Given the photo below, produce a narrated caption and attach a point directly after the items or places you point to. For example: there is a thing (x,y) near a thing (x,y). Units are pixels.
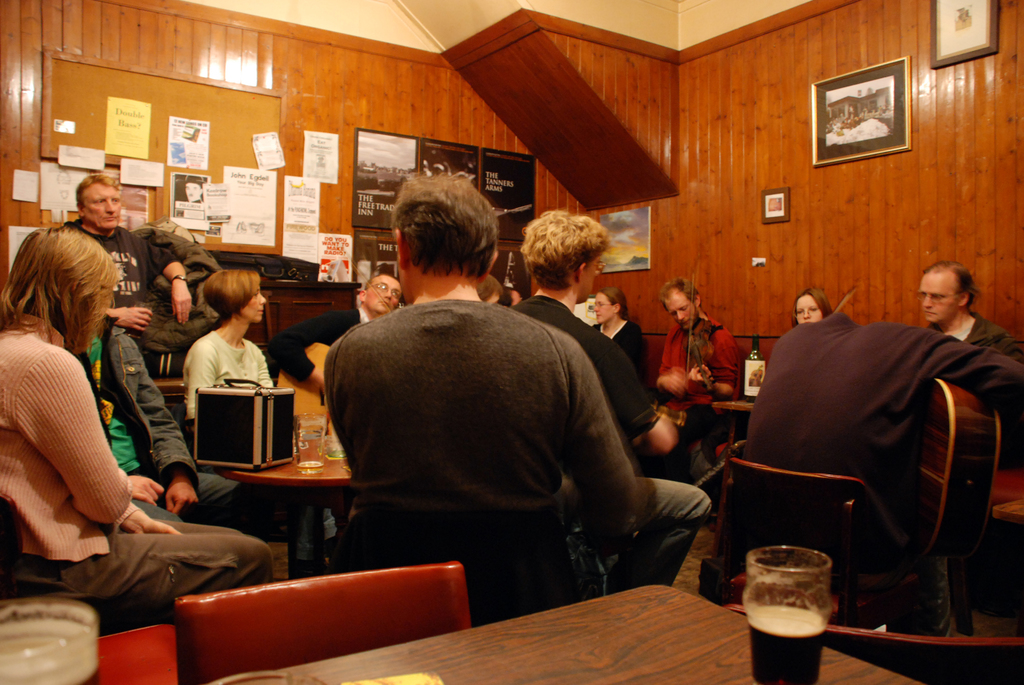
There is a group of people (419,320). They are sitting on a chairs (524,552). There is a table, glass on a table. We can see in background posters (319,137), photo frame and cupboard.
